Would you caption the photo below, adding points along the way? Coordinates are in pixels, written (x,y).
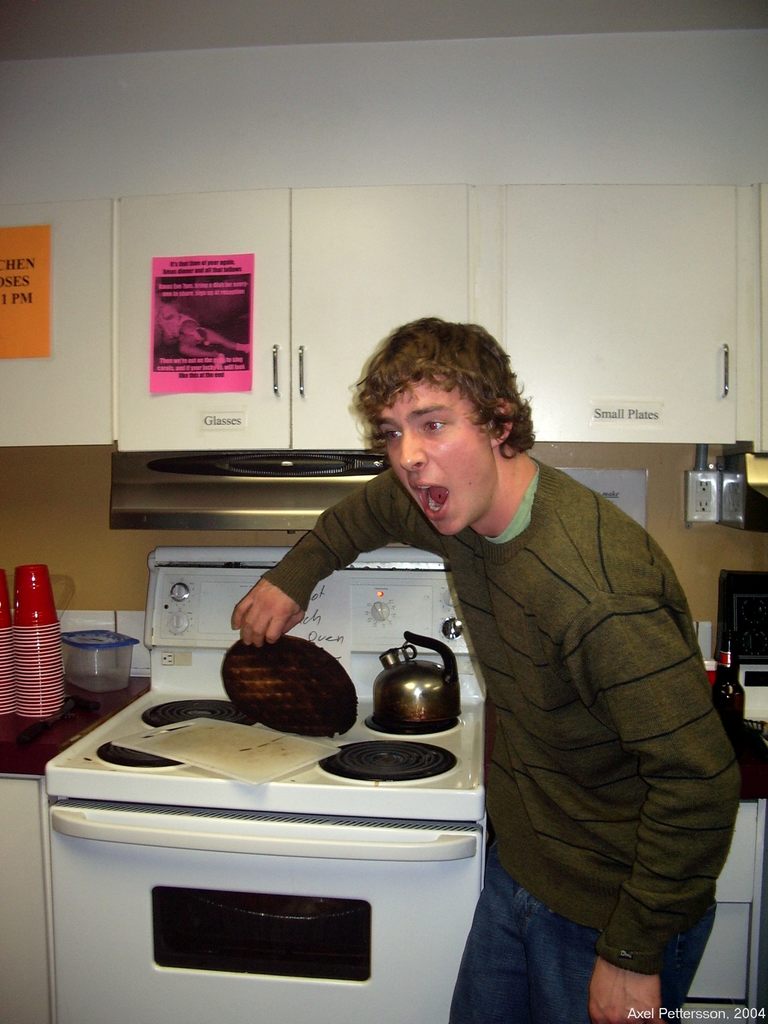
In the image we can see there is a man (497,755) and he is holding burnt food item (306,686) in his hand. There is kettle (422,680) kept on the electric stove (350,661) and there are glasses (14,611) and box (101,649) kept on the table (52,732). There are small wardrobes (283,256) on the top (324,228) and there are papers (174,288) pasted on the wardrobes (98,385).
